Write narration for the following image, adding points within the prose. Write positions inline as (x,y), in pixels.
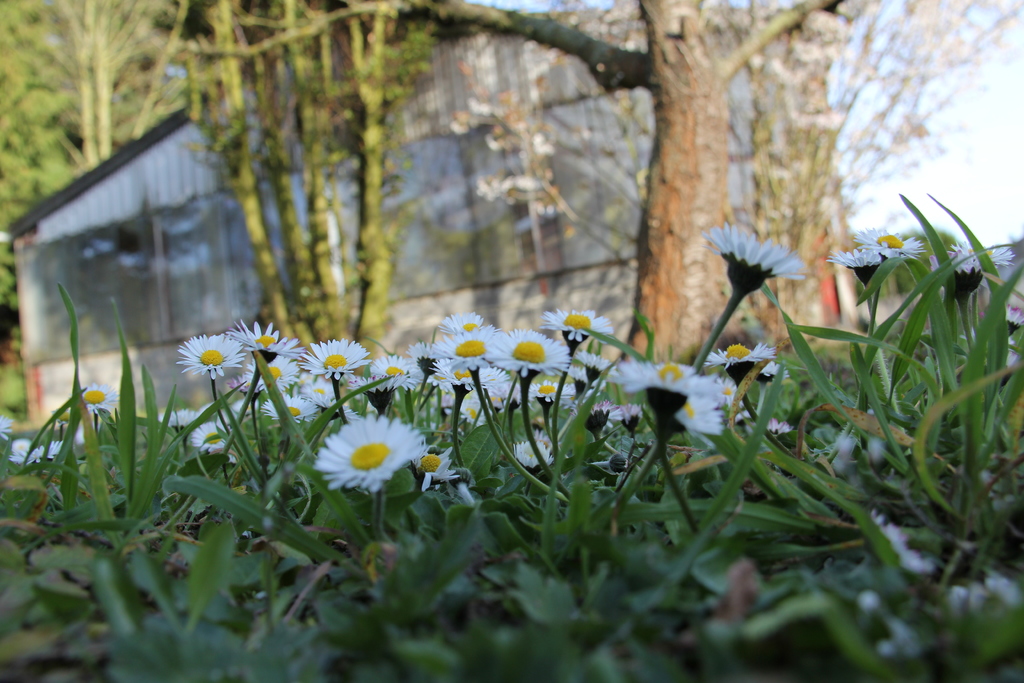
In this image we can see some plants (351,527) with flowers (446,390). On the backside (690,193) we can see the bark (649,289) of a tree (690,216), a house (494,313) with a roof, a group of trees (383,199) and the sky (944,153) which looks cloudy.
